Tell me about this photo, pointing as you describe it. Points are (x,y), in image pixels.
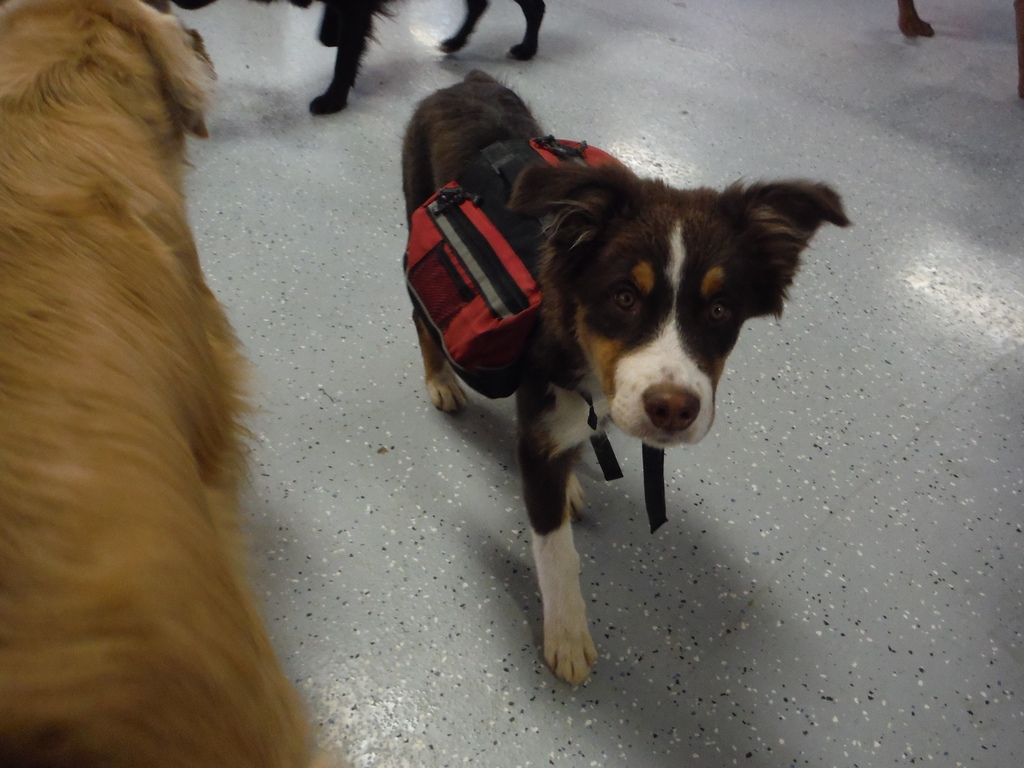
In the image we can see there are dogs (418,143) standing on the floor (607,630).
